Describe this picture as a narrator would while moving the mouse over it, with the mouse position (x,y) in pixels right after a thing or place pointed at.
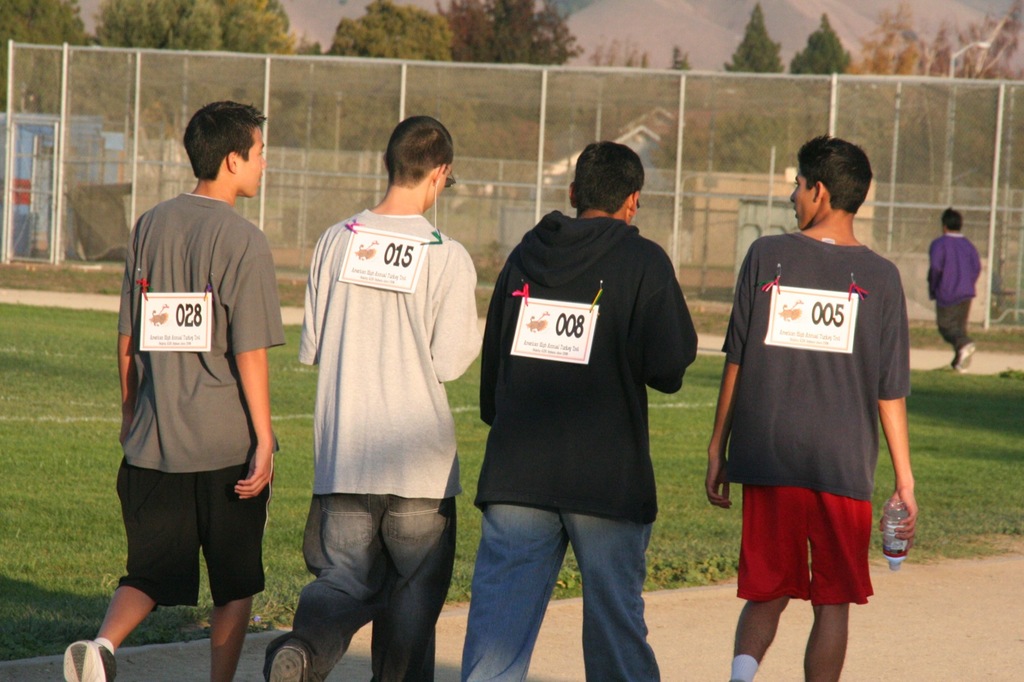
In the center of the image (528,243) we can see four people (578,425) are walking on the road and wearing the T-shirts (827,453), boards (552,339). On the boards (797,320) we can see the text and a person (885,378) is holding a bottle (903,549). In the background of the image (45,567) we can see the trees (177,5), mesh (119,220), house (745,187), grass (37,341), pole (771,168), light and a person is running. At the bottom of the image (999,636) we can see the ground (669,592). At the top of the image (583,60) we can see the hills (925,26).
